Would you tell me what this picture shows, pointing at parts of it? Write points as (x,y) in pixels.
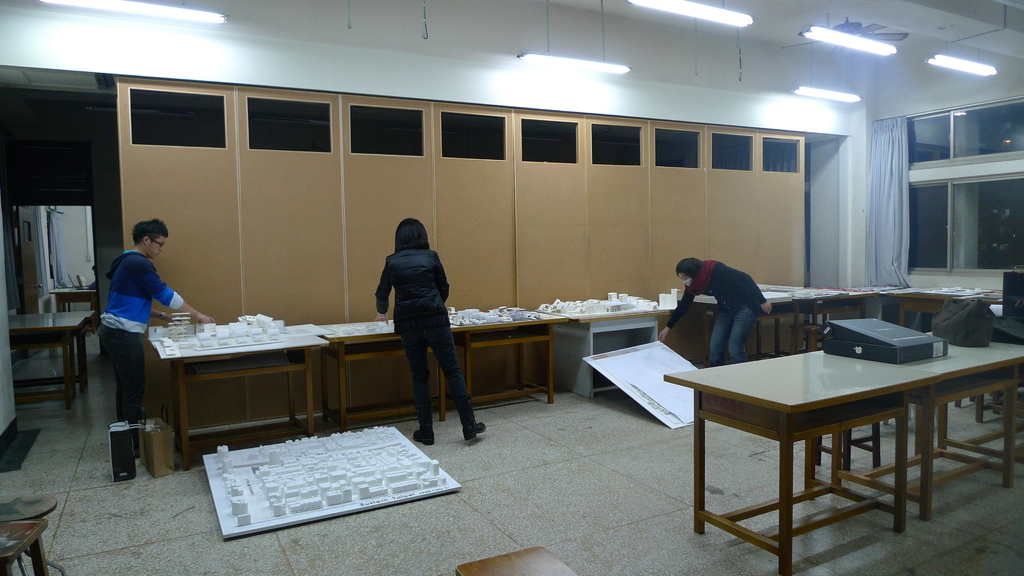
There are three persons (444,276) in this room (565,422) doing some work at the top of the image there are lights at the right side of the image (977,197) there is a window (922,233) and curtain (894,175) and there are tables (306,423) and some products (361,463).
